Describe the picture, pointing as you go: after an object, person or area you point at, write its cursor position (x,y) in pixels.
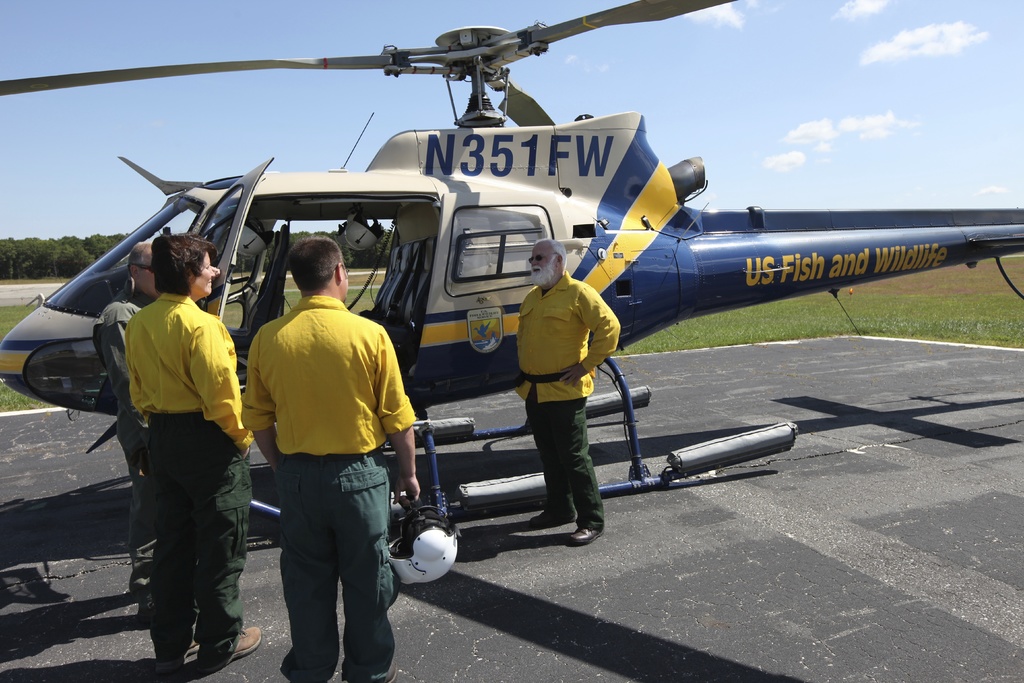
This image consists of four persons (298,373). Three persons (391,387) are wearing yellow shirts (276,401). In the middle (394,421), the man (392,404) is holding a helmet (438,569). At the bottom (433,651), there is a road (434,591). In the front (52,336), we can see a helicopter (681,305) in blue color. In the background (51,241), we can see the green grass (928,283) and plants (18,247) on the ground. At the top (328,5), there are clouds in the sky (18,216).
